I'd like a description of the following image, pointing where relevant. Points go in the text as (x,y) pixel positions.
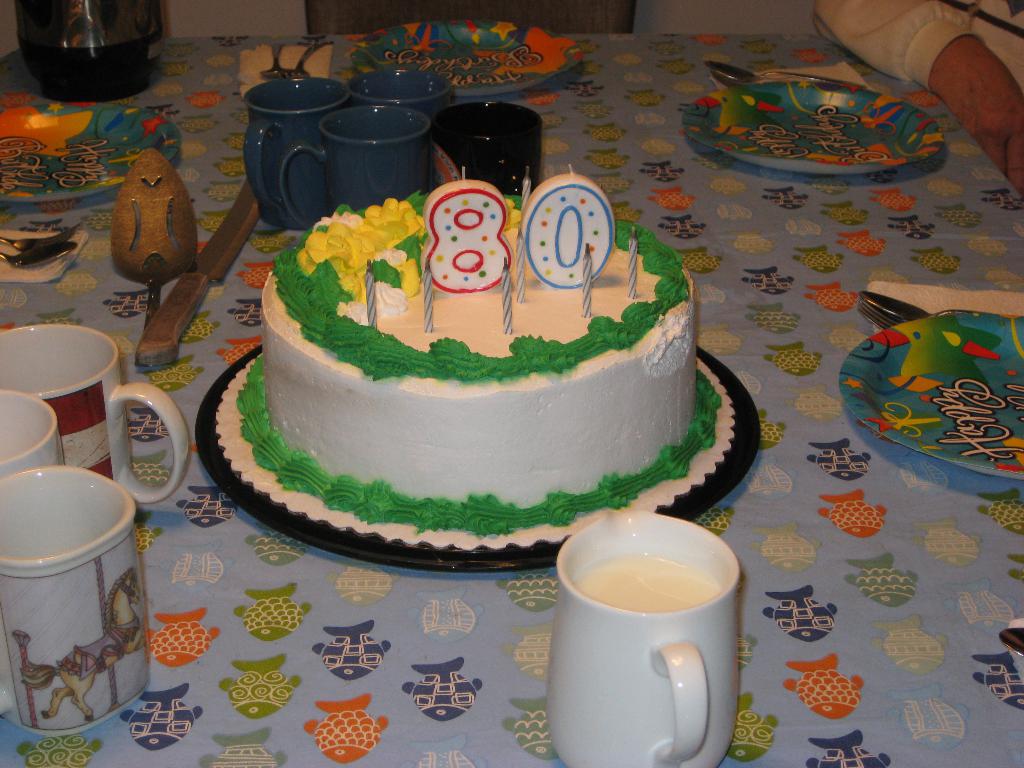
In this image I can see the cake (312,417), cups (571,549), knife (226,248), plates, spoons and few objects (962,297) on the table (823,634). I can see the person (972,66).
